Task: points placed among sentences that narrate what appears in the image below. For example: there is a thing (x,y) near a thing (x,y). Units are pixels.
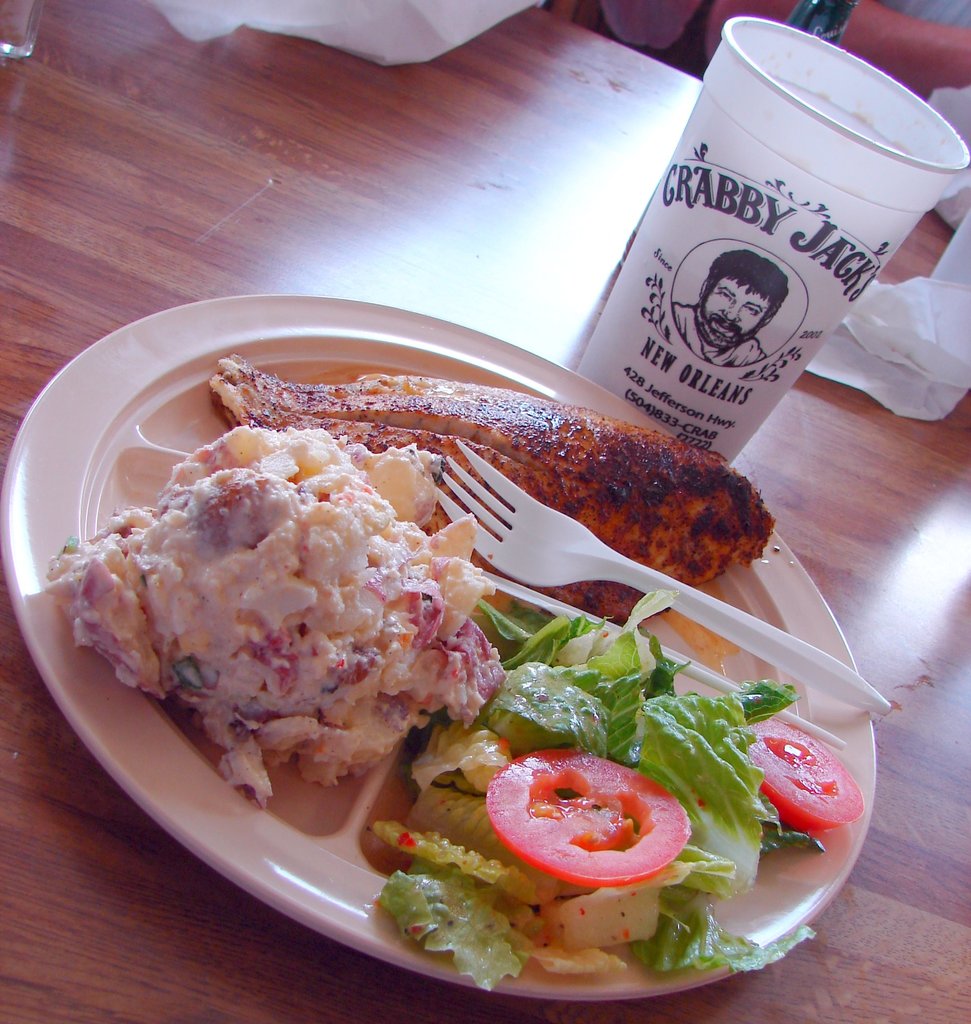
We can see plate (755,577) with food (627,511), fork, glass (687,423) and tissue papers (276,15) on the table (316,87).
